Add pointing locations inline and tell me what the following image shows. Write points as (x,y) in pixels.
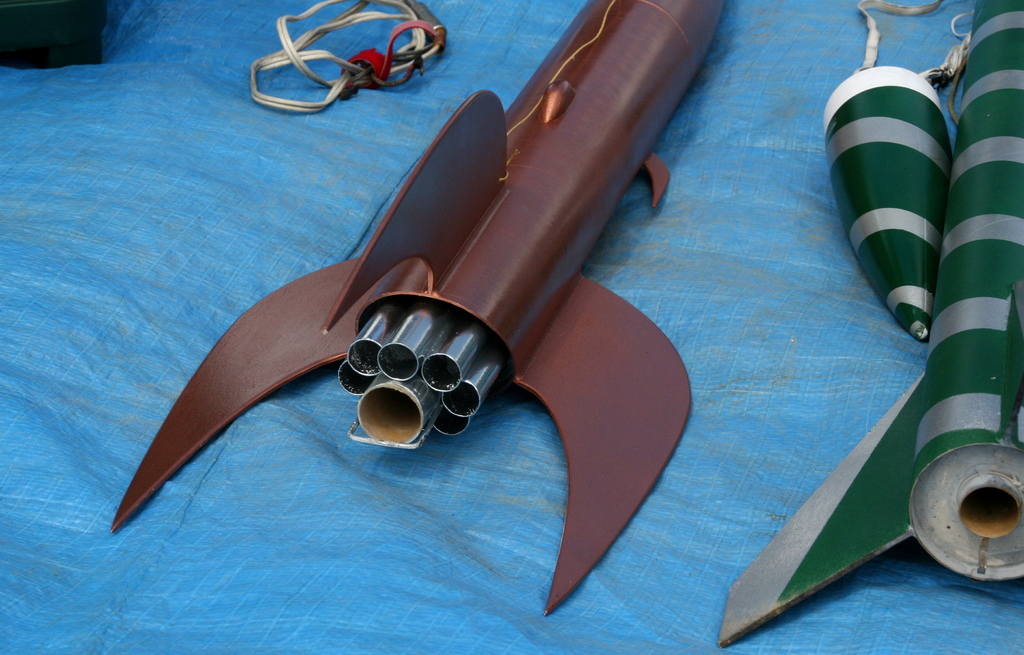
This image consists of rods (477,348) and missiles (592,487), which are made up of metal (553,272). At the bottom (408,555), there is a blue colored cover (110,549). On the left (284,23), we can see a wire (252,79) in white color. On the right (894,298), the missile (943,245) is in green color.
